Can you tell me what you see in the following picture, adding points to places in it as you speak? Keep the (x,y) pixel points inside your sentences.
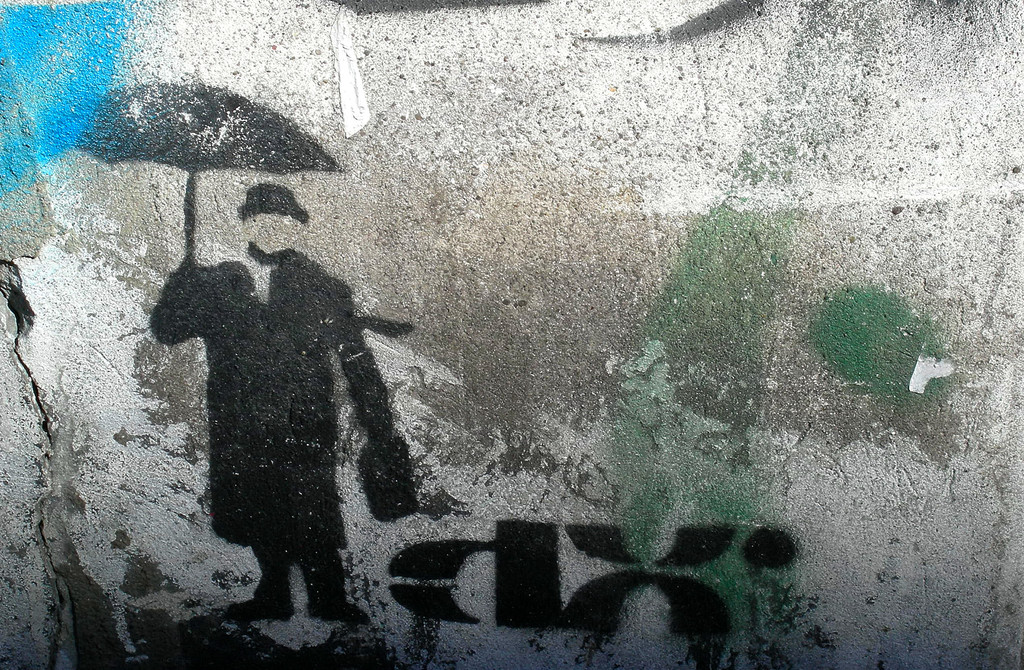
In this image I can see a wall (468,432), on the wall (573,432) I can see painting (162,138) of a person (269,222) and the person (259,206) is holding an umbrella (162,138).
